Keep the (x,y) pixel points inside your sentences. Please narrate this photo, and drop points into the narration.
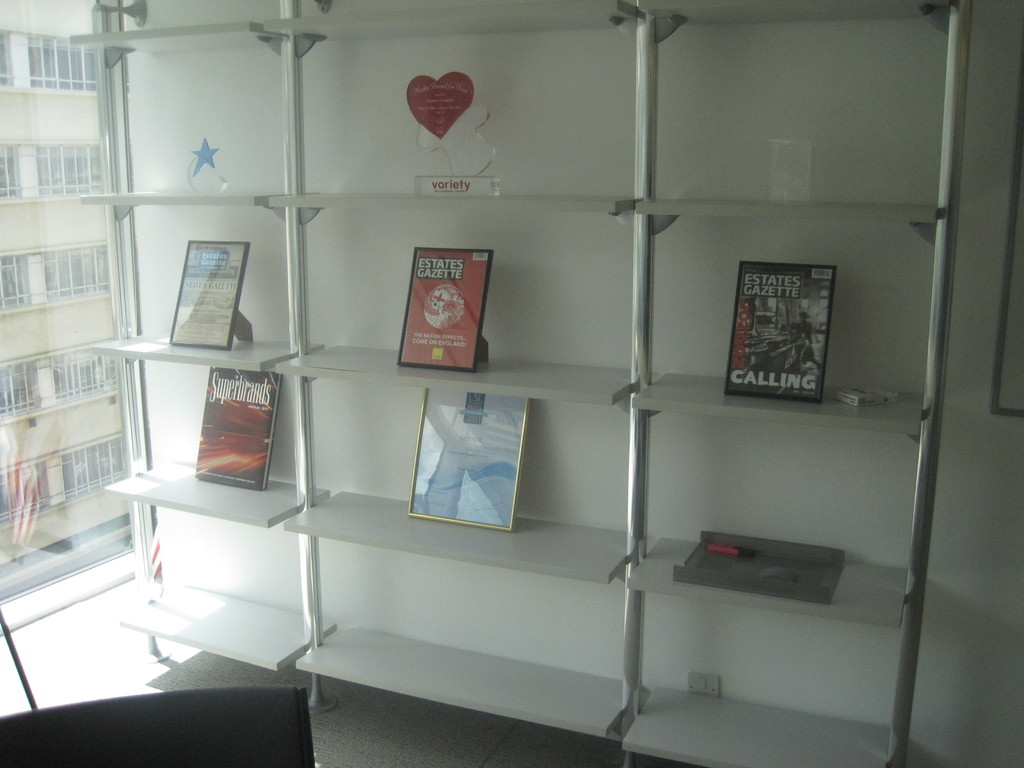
In this image we can see a rack (389,24) with few picture frames (245,271), a tray (755,550) and few objects (444,144) looks like trophy (457,130) and a wall (395,113) in the background (844,316) on the left side (55,261) we can see a building (61,445) through the glass (62,506) and there is a black color object (223,732) in front of the rack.
